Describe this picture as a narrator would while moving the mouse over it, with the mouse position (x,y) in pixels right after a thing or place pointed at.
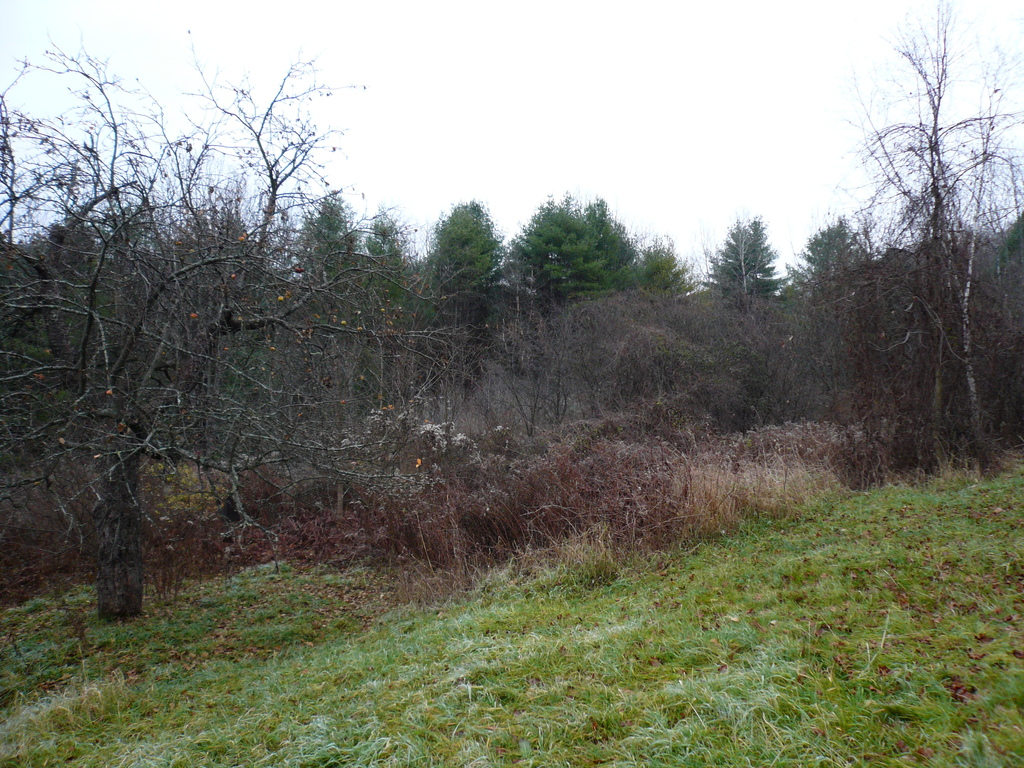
In this image we can see grass (408,671), bushes (451,365), trees (481,242) and sky (535,163).
